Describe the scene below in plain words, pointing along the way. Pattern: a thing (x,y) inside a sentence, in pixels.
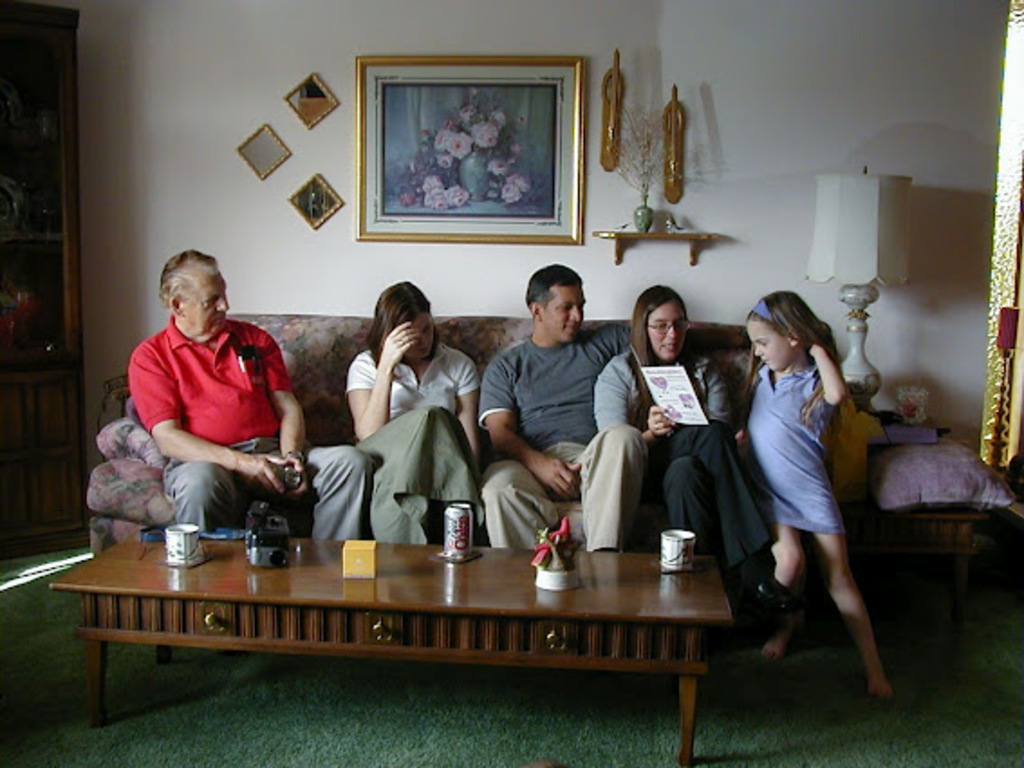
In this image, there are four persons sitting on the sofa (123,432), in front of the table (474,636) on which cup (176,559), beverage can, box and camera (283,548) is kept. The background wall (762,7) is white in color on which photo frame (363,234) is fixed. Beside that there is a table (884,420) on which lamp (836,189) is kept. In the left side (64,189), there is a cupboard (82,386). This image is taken inside a room (808,296) during day time.
